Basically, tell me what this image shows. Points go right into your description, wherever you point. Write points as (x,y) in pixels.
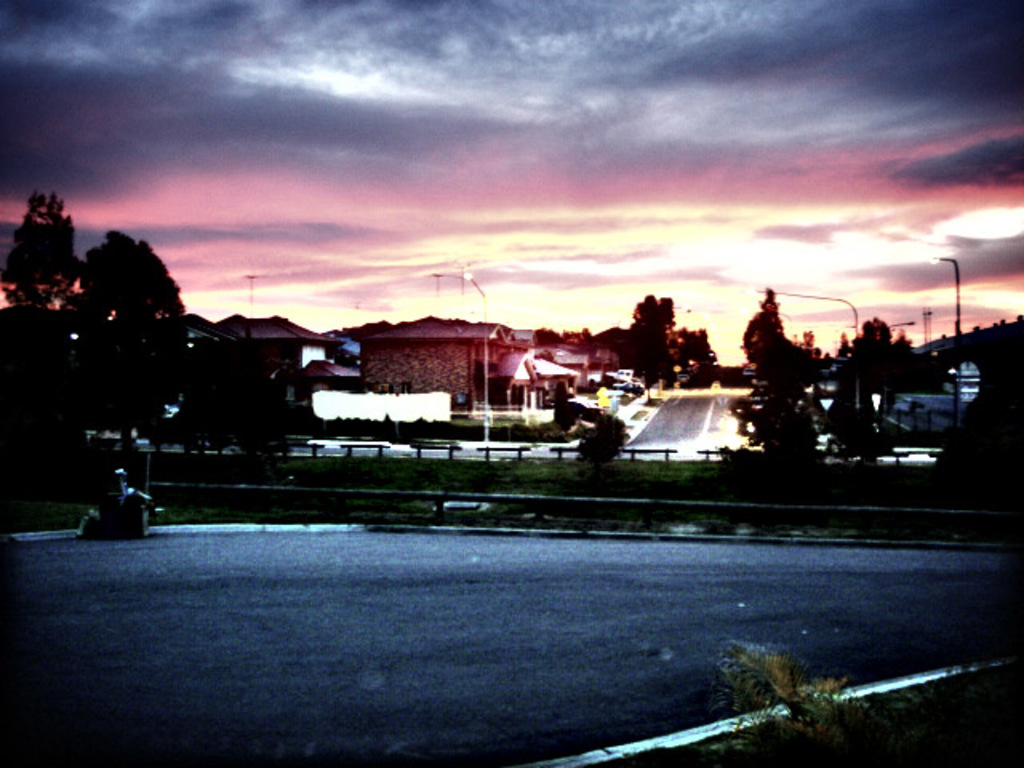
In this image I can see few buildings (552,389), trees (210,425), light poles (488,438), poles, road (706,447), sky (544,51) and few objects (145,514) in front (126,487).
